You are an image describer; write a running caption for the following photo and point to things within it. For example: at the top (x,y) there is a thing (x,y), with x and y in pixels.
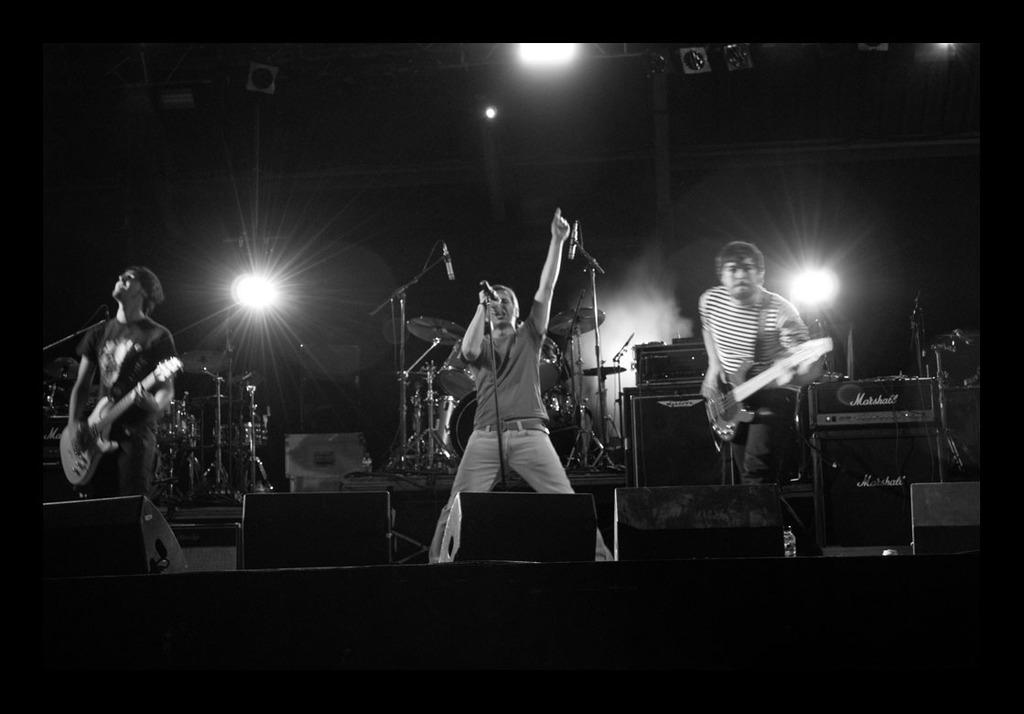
This picture is clicked in musical concert. Man (437,532) in the middle of the picture (499,289) is holding microphone (484,282) in his hands (490,301) and singing on it. On the right side of the picture (744,328), man (753,339) is holding guitar (806,356) in his hands (786,357) and playing it. Man (157,293) on the left corner of the picture (125,389) wearing black t-shirt (110,390) is also holding guitar (80,465) in his hands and playing it. Behind them, we see drums (437,448). This picture is black and white image.
